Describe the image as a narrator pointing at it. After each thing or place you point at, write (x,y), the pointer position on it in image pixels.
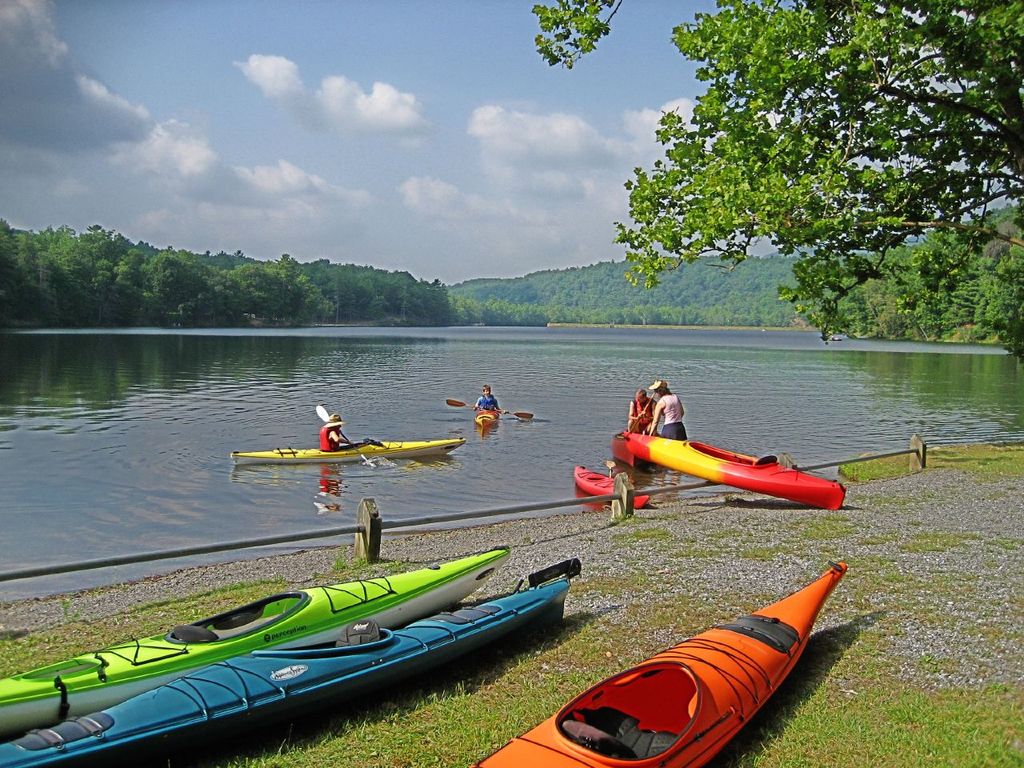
In the foreground of the picture (171,599) we can see boats (735,478), people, grass (712,604), sand (346,557) and an iron pole (644,492). In the middle (629,376) we can see a water body (558,344), boats (483,415), people (331,441), trees (680,254) and hills (455,293). At the top (352,135) there is sky (320,137).
